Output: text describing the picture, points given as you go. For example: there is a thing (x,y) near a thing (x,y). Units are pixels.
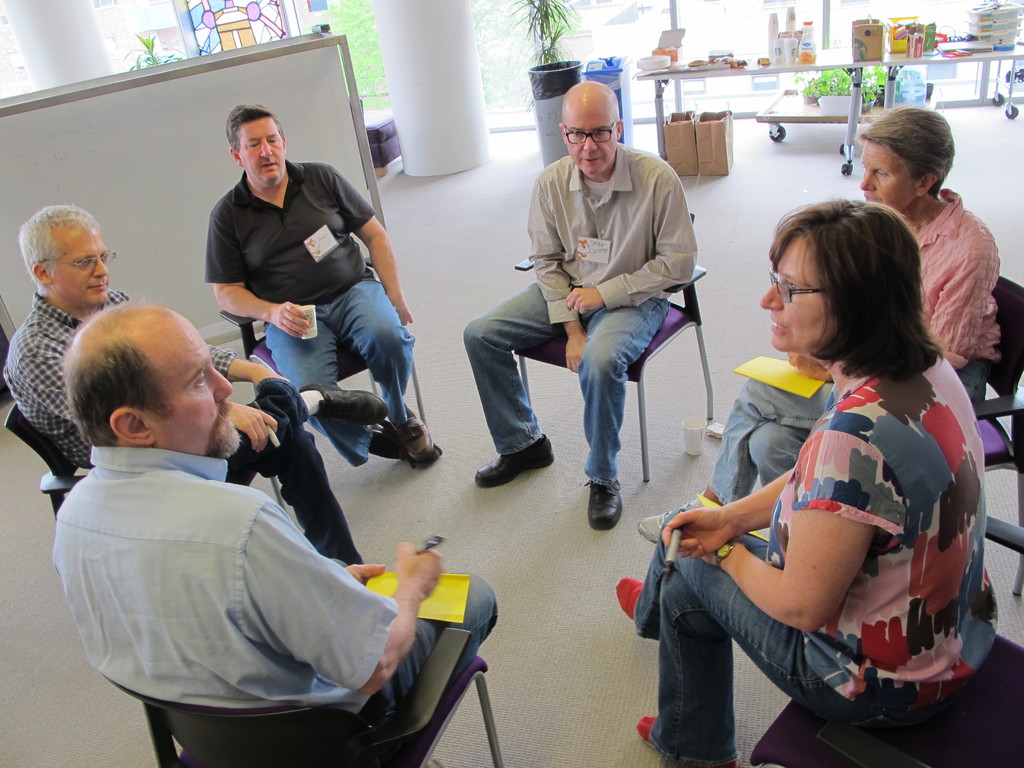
In this image I can see few people (272,418) are sitting on chairs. In the background (310,119) I can see a white colour board (318,38), few plants (541,90), few bags (725,128), a table (841,59) and on it I can see few bottles (810,32) and few other stuffs (898,41).
